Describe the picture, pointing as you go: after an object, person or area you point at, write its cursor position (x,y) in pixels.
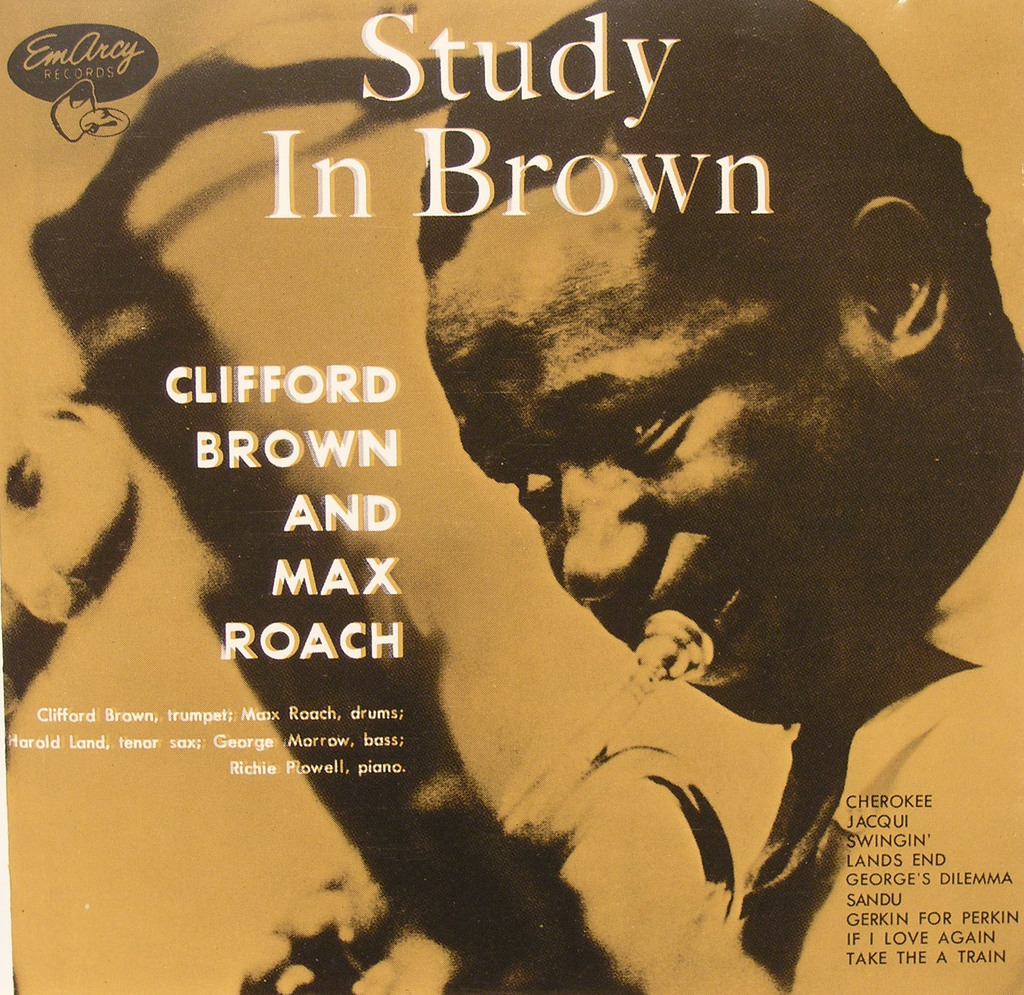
In this image there is a poster (796,625) of a person (793,620) playing a musical instrument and there is some text (918,865).
